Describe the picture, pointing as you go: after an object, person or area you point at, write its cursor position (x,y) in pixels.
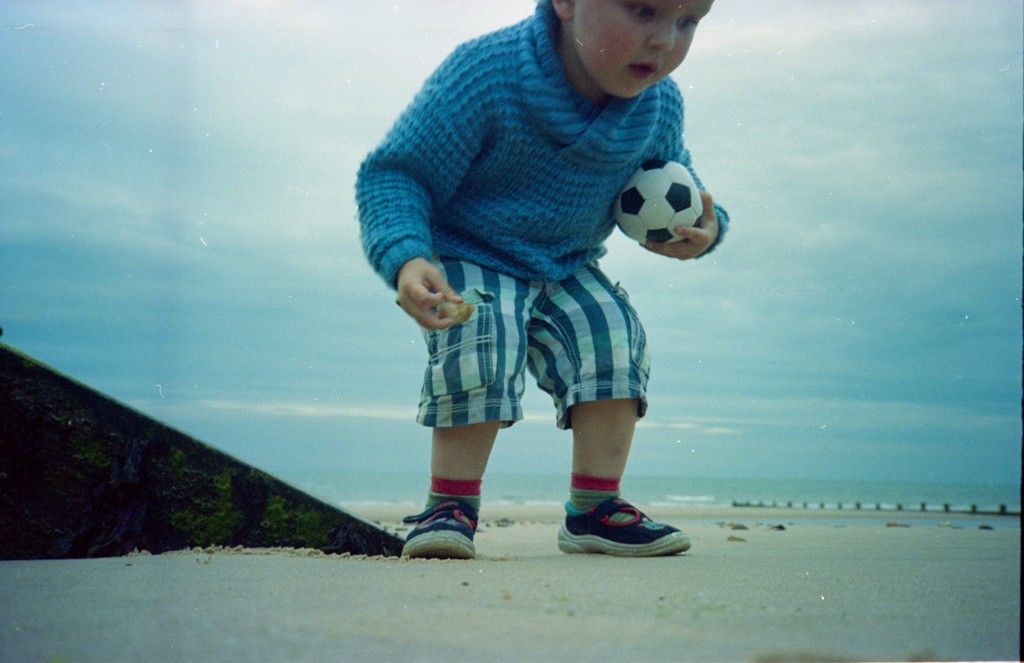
In this picture there is a boy (640,0) standing holding a ball (629,189) in his left hand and in the background (722,503) there is a water body (853,506) in the sky (891,285) is cloudy.
